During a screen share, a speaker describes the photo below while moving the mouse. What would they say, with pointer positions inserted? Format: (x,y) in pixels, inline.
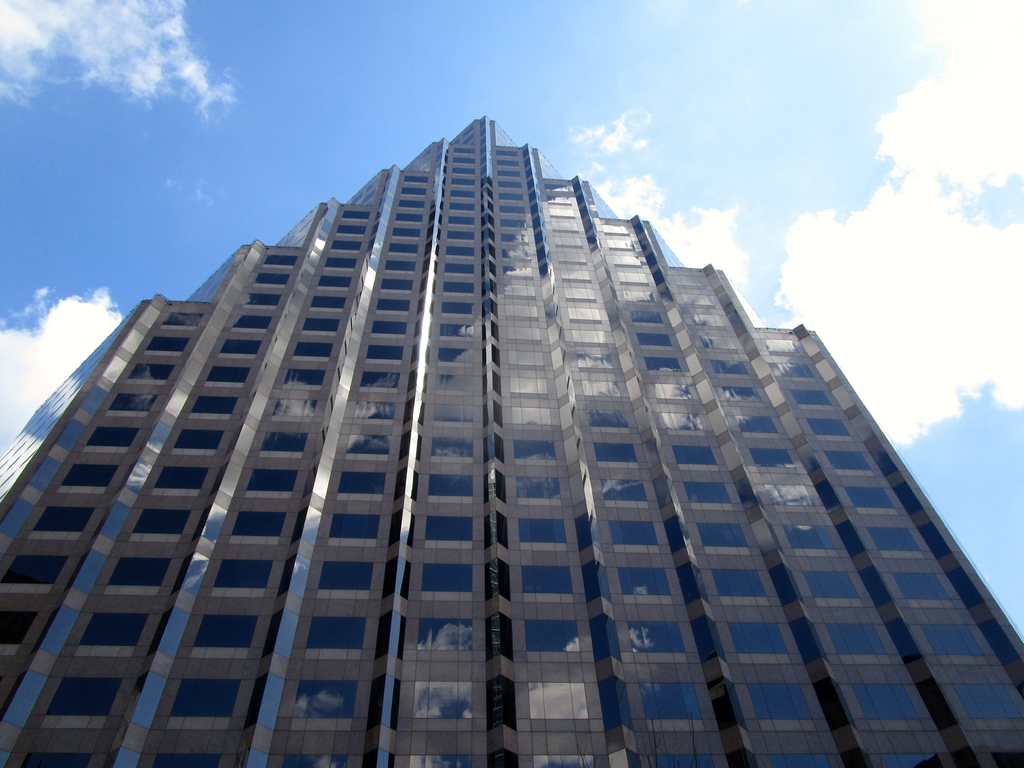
In this image, we can see a glass building (437,551). Background (1016,561) we can see the cloudy sky (59,364).
